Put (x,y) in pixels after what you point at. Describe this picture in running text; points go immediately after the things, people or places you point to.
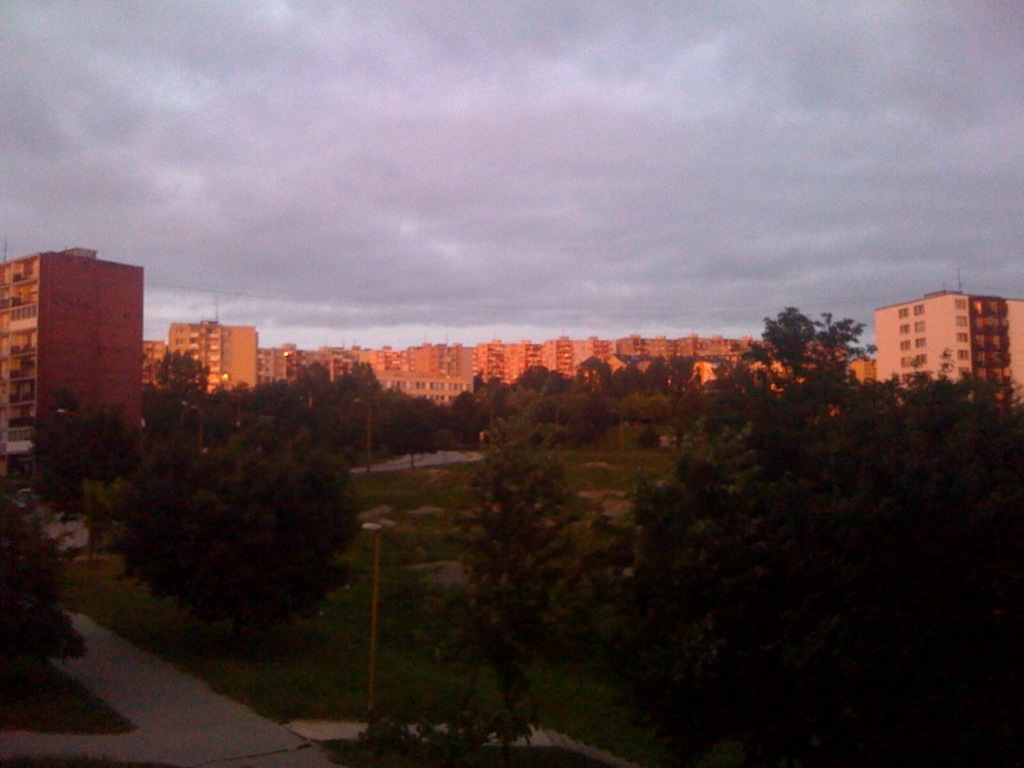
In this image there is a walkway (149,742), poles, lights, trees (989,663), grass (431,547), plants (383,445), buildings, sky (507,264).
